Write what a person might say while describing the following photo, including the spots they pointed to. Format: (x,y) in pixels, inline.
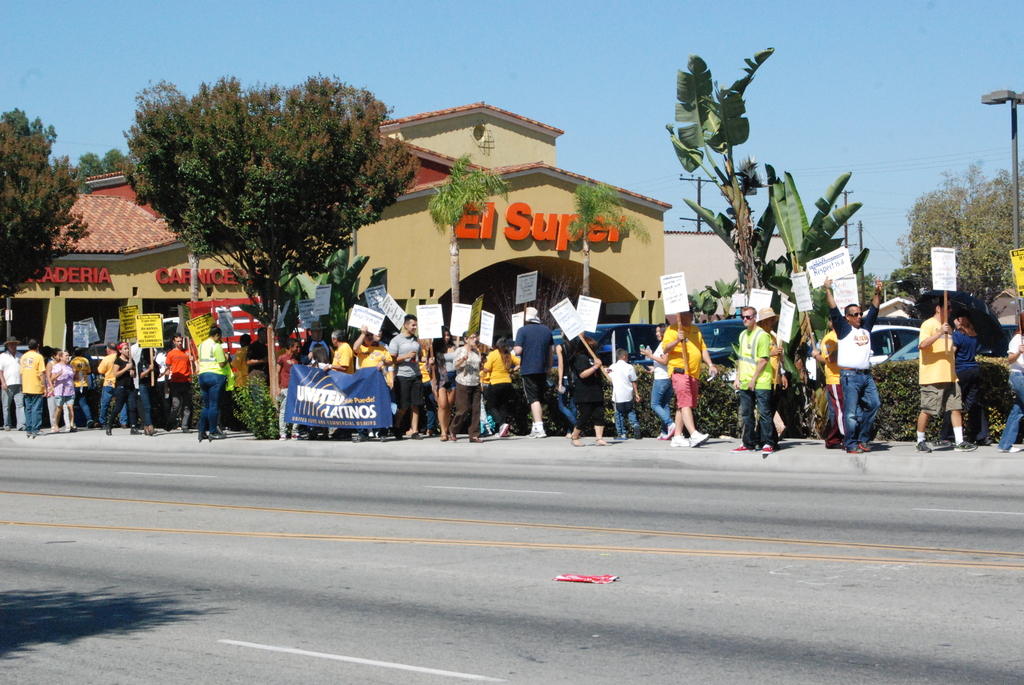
There are group of people (289,368) holding placards (429,317) and walking. These are the trees (789,187). I can see small bushes (822,415). This is the banner (328,373). I can see a building (431,196) with name boards (540,233) attached to it. These look like cars (717,336). I think these are the current poles (860,237).
